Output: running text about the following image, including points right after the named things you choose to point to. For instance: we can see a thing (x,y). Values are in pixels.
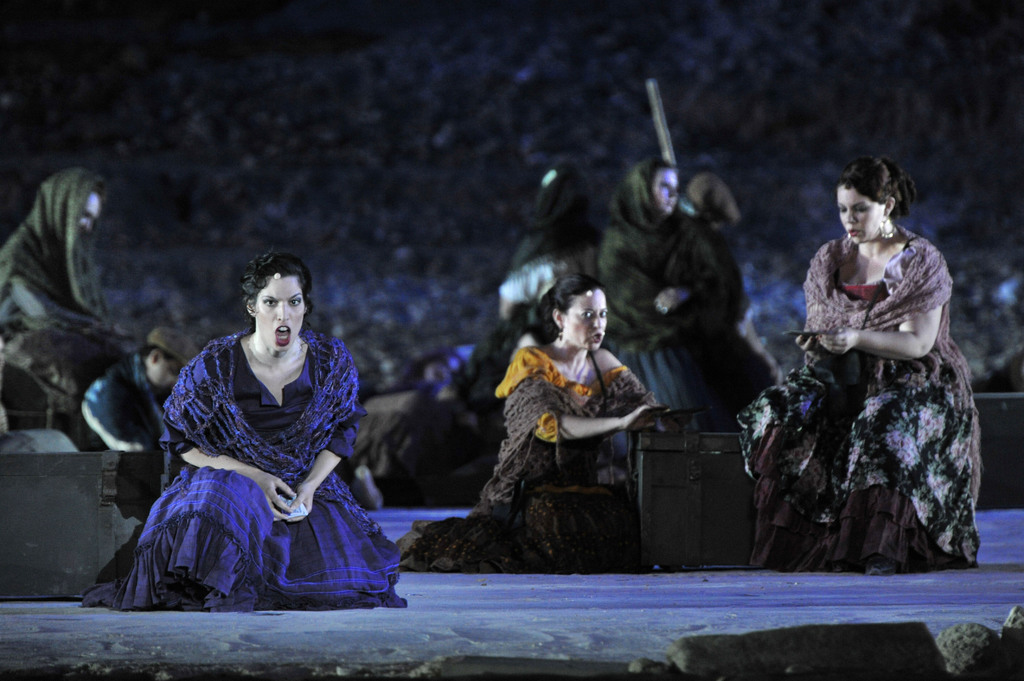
In this image in the foreground (265,528) there are three woman (978,442) who are wearing some costumes (897,460), and it seems that they are doing some action. And in the background (697,280) also there are some persons (111,349), at the bottom (1003,584) there is stage (404,588) and the background (142,134) is blurred.
